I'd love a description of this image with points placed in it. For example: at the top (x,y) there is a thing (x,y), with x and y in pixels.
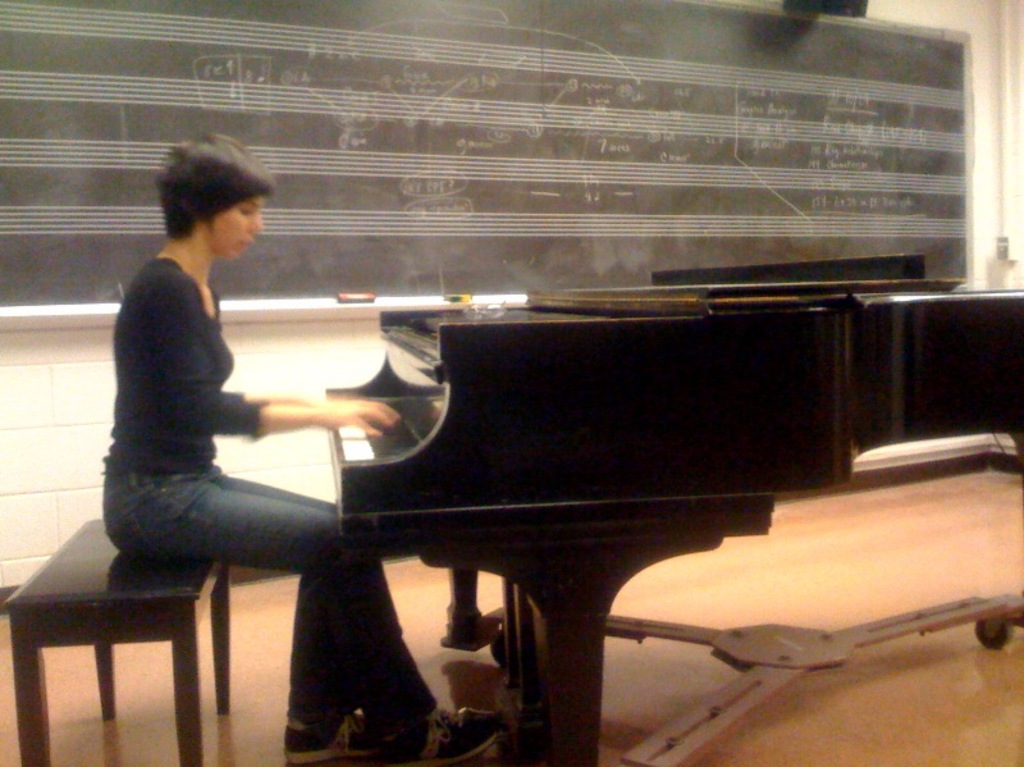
In this picture woman (201,486) sitting on a bench (189,579). At the right side (685,355) there is a piano table (514,386). In the background (581,130) there is a black colour board (622,135) and a wall (998,63).
